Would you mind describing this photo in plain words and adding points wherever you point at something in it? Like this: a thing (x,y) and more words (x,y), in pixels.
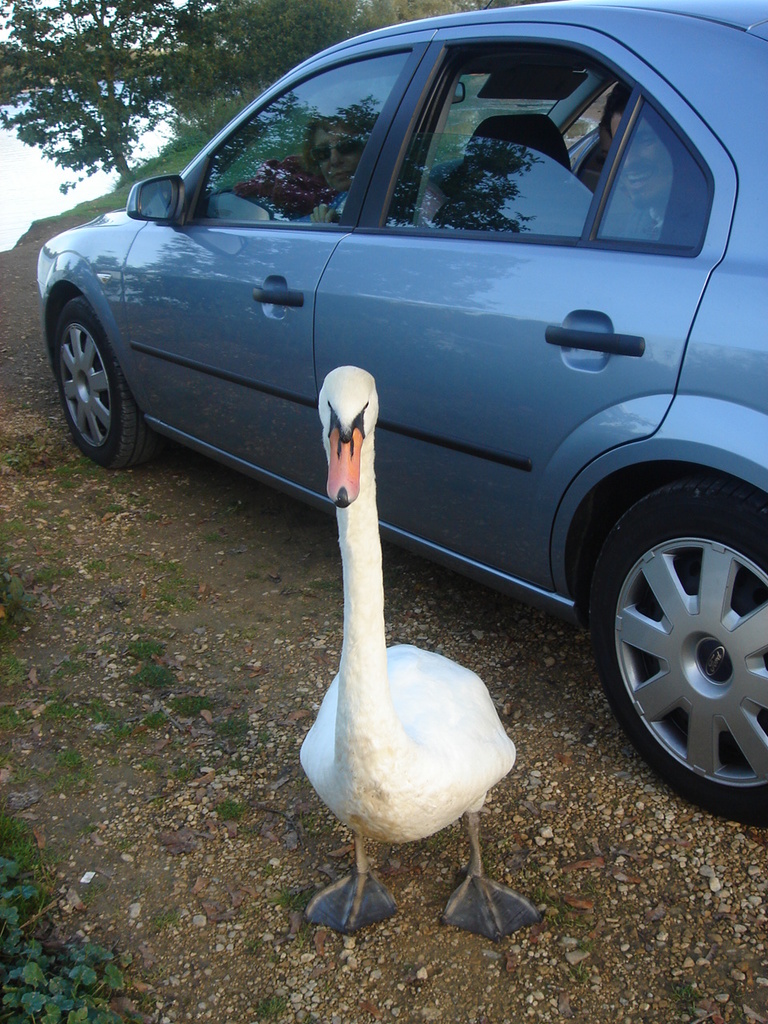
In this image there are small plants (24,838) in the left corner (44,1019). There is a mud road (120,575) at the bottom (81,913). There is a bird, car (754,79) and people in the foreground (365,721). And there are trees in the background (234,83).
